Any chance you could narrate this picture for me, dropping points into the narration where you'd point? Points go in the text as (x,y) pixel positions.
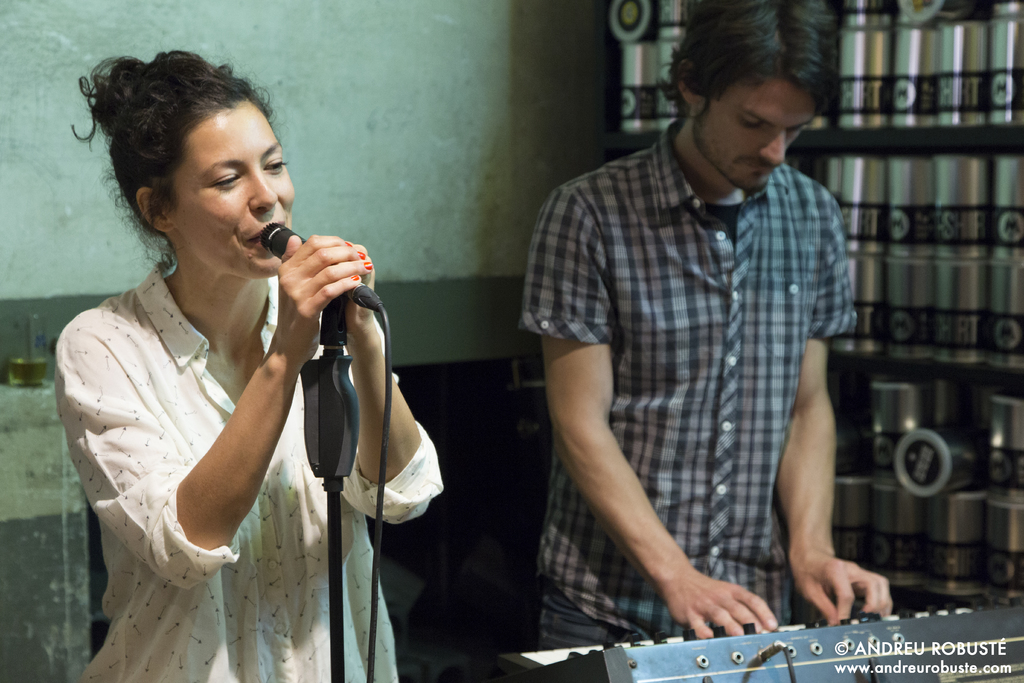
In this image I see a woman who is in front of the mic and there is a guy (592,633) over here who is standing and kept his hands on the keyboard (528,674). In the background (385,109) I see the wall (15,467).
